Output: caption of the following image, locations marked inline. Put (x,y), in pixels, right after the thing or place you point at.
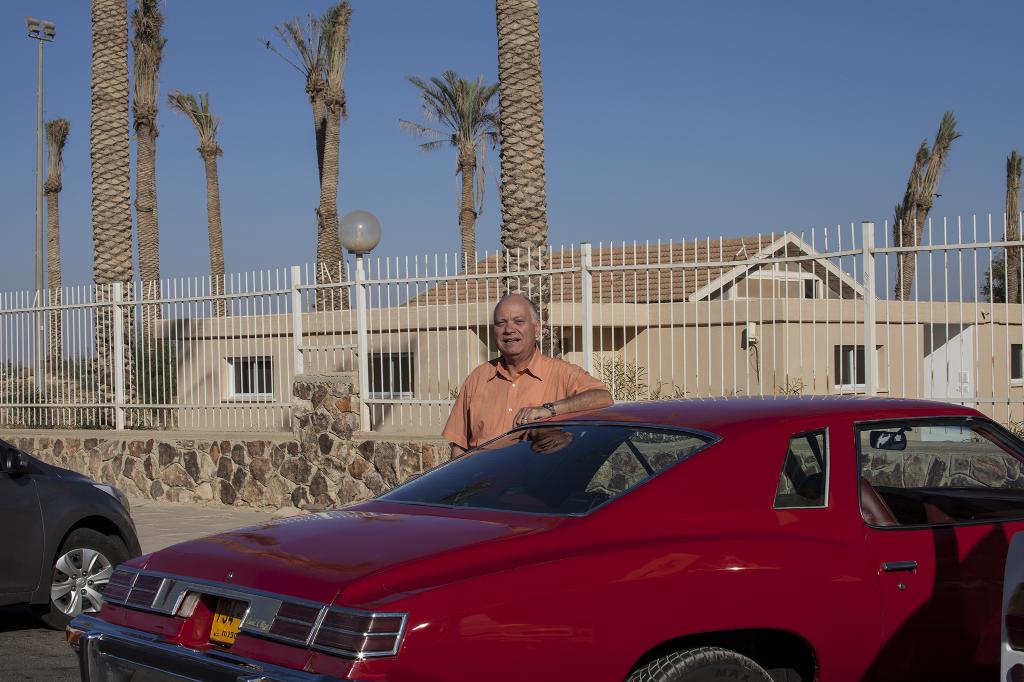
In this picture we can observe a red color car (449,565) parked here. There is a person (518,385) standing behind the car (494,445), wearing an orange color shirt (490,406). In the left side (119,524) there is another car (52,561) parked which is in black color. We can observe a white color railing (220,298) here. In the background (650,244) there are trees (328,220), house (481,304) and a sky (730,159).
